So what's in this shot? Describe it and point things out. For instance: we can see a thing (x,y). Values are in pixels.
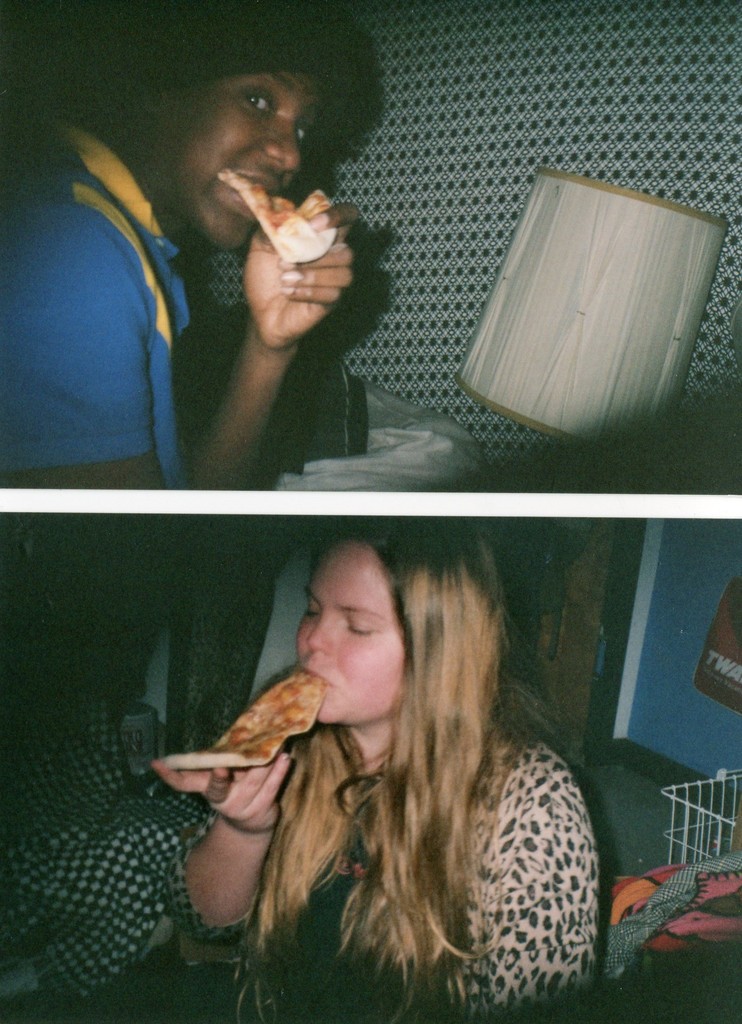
In this image I can see two people (90,398) eating something. In-front of one person (253,306) I can see the lamp (475,358) and the patterned wall (451,202). And to the side of another person (374,867) I can see many clothes (618,916) and in the background (670,587) I can see the blue wall (667,612).
